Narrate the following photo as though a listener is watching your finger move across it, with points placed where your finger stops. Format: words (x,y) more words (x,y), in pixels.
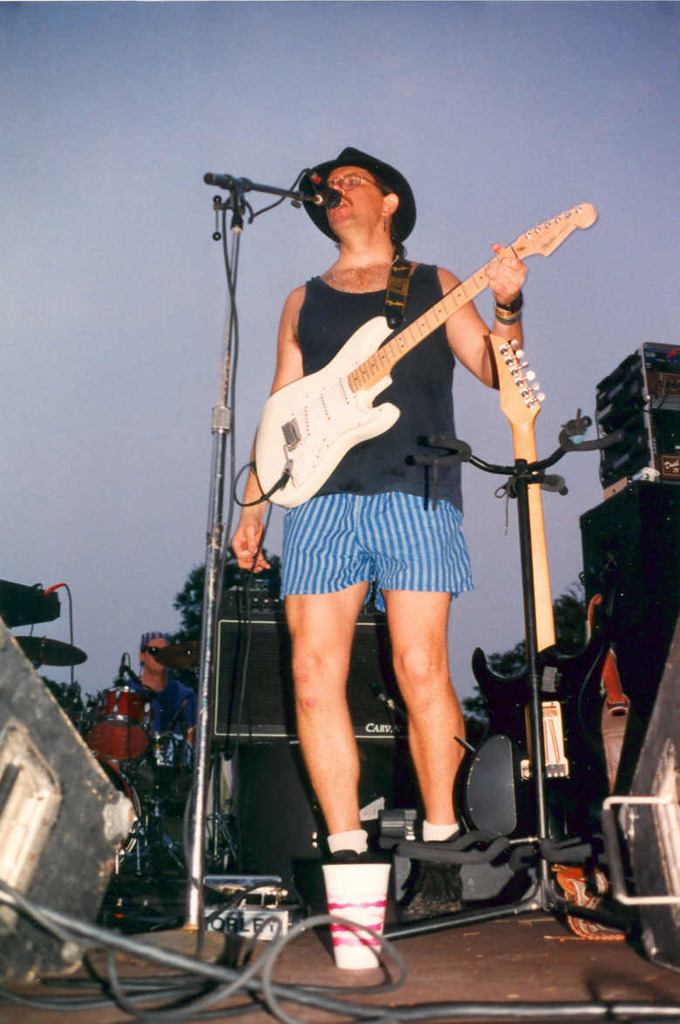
A man (340,171) is singing with a mic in front of him and holding a guitar (479,282). There are some musical instruments (57,642) and speakers (230,663) around him.
